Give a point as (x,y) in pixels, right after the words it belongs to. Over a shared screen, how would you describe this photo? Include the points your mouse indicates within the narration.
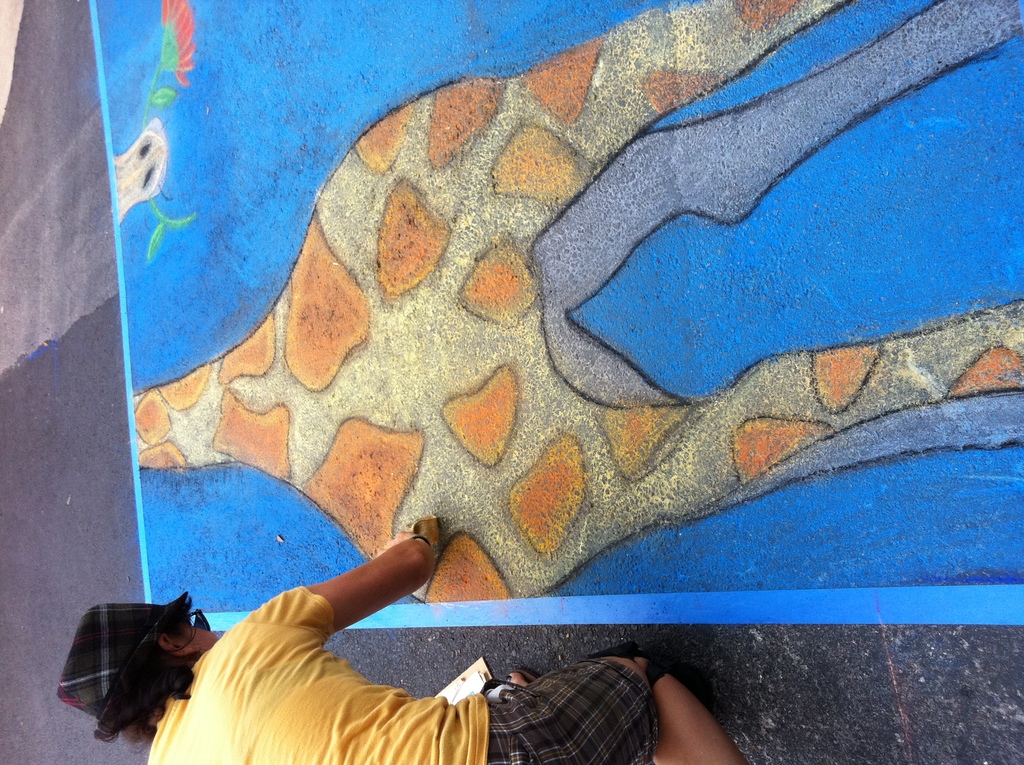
In the foreground of this picture (301,589) we can see a person (643,730) seems to be kneeling on the ground (859,701) and we can see the pictures (235,102) of some objects (565,236) and we can see the ground (45,359) and some other objects (472,672).
